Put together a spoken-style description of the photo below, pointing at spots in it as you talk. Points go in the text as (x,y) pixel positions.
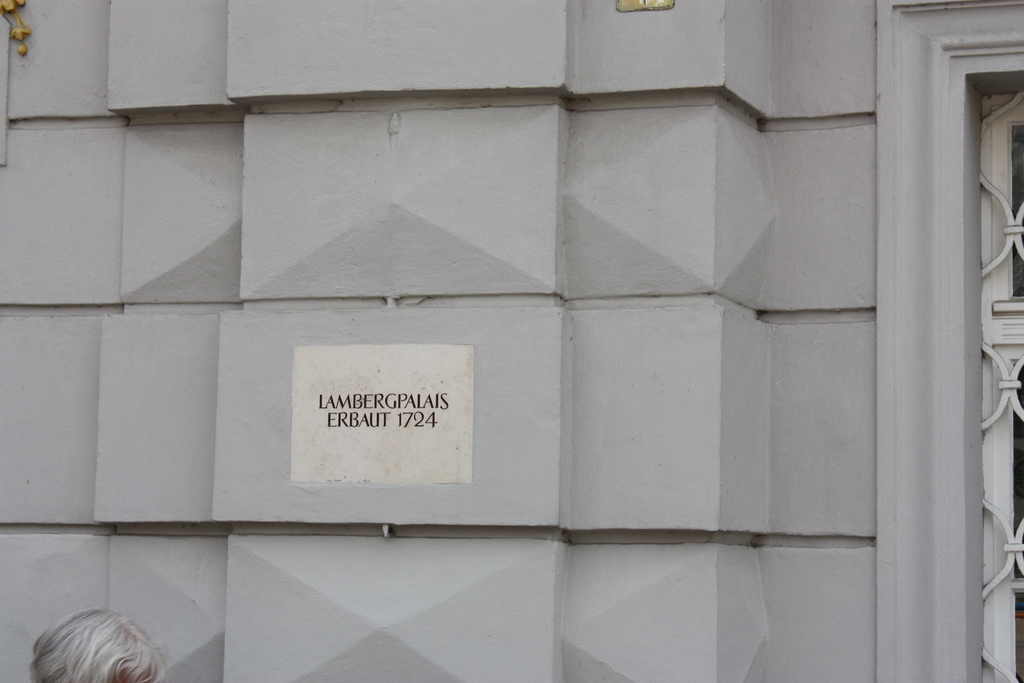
In the foreground of this image (307,158), there is some text (407,399) on the wall (653,287). On the right (958,323), it seems like a window (1009,251). At the bottom (115,646), there is a head (123,658) of a person (73,677).
